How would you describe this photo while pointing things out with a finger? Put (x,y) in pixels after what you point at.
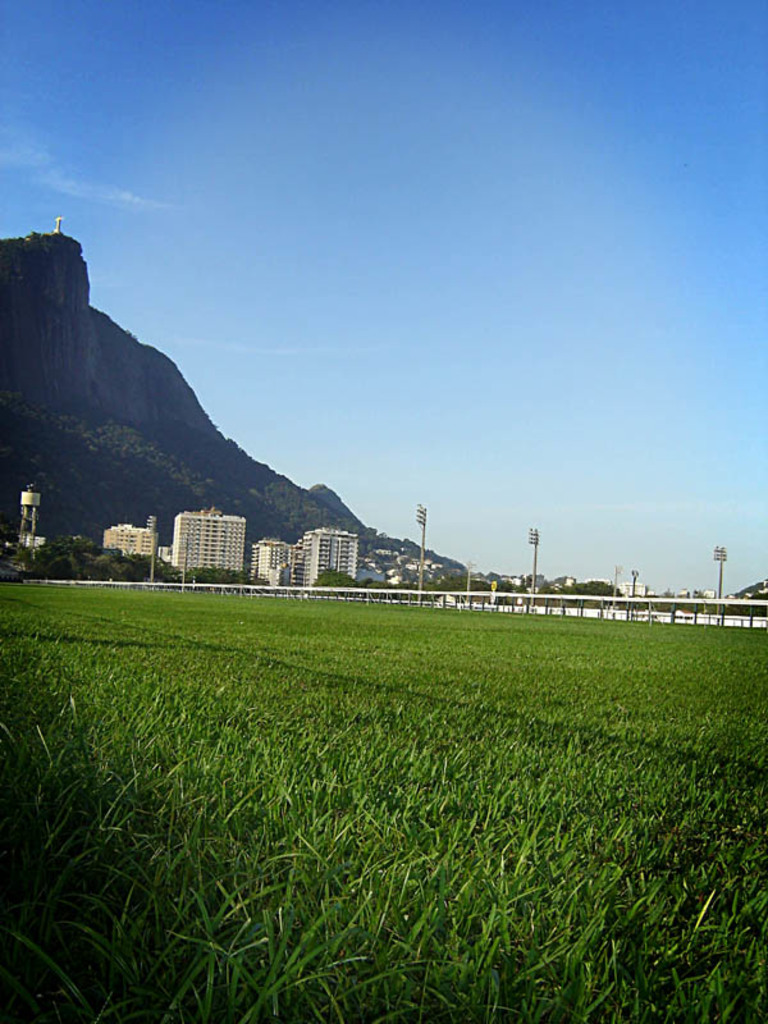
In this image I can see the grass (353,802). To the side of the grass (293,761) I can see the railing (435,593) and the poles (152,566). In the background (207,563) I can see many buildings (197,545), mountains (62,357) and the sky (418,347).
